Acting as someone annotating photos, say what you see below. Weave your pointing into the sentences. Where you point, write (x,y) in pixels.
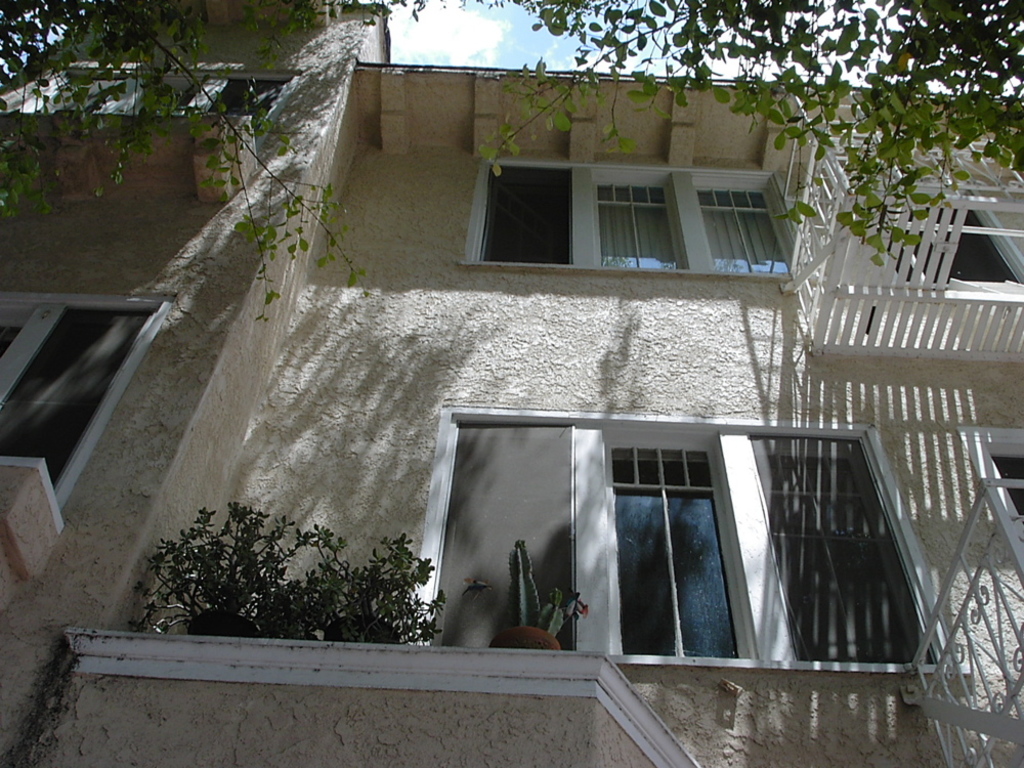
In this picture we can see a building (446,354), few trees (124,52), plants (342,616) and metal rods (926,712), at the top of the image (582,44) we can see clouds (398,35).
